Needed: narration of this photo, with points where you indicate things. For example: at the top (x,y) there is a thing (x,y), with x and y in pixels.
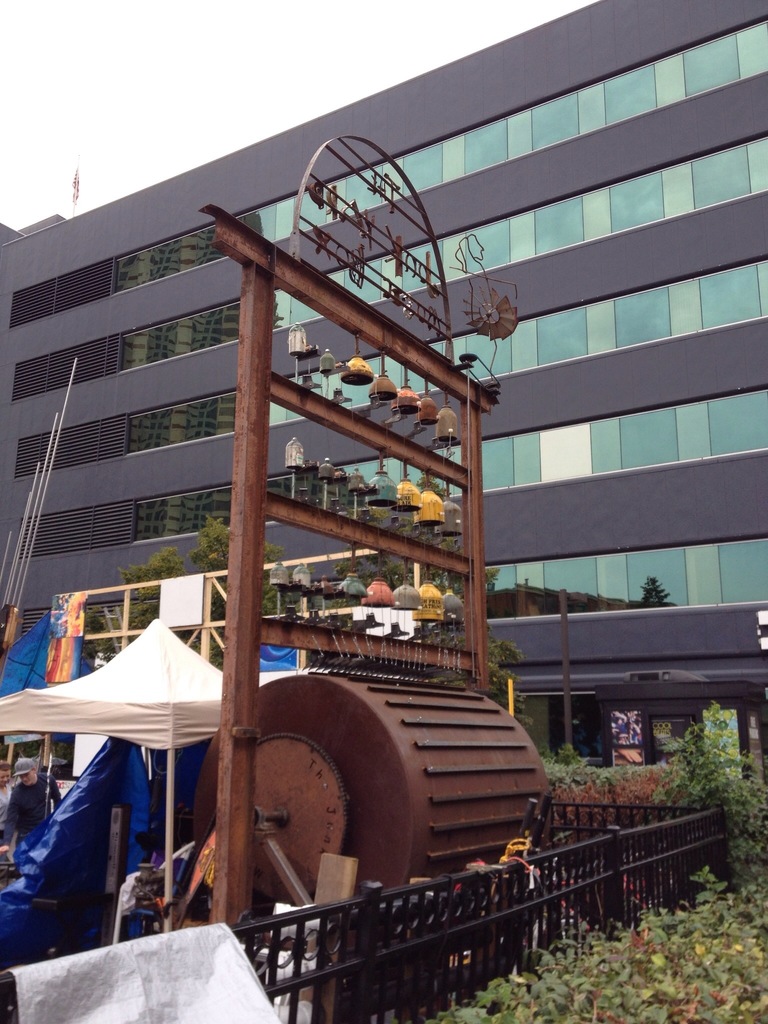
In this image I can see a building (566,178). I can see few plants (756,802). In the middle of the image (415,518) it is looking like a metal stand (433,557). There are few objects (302,450) hanged to it.
